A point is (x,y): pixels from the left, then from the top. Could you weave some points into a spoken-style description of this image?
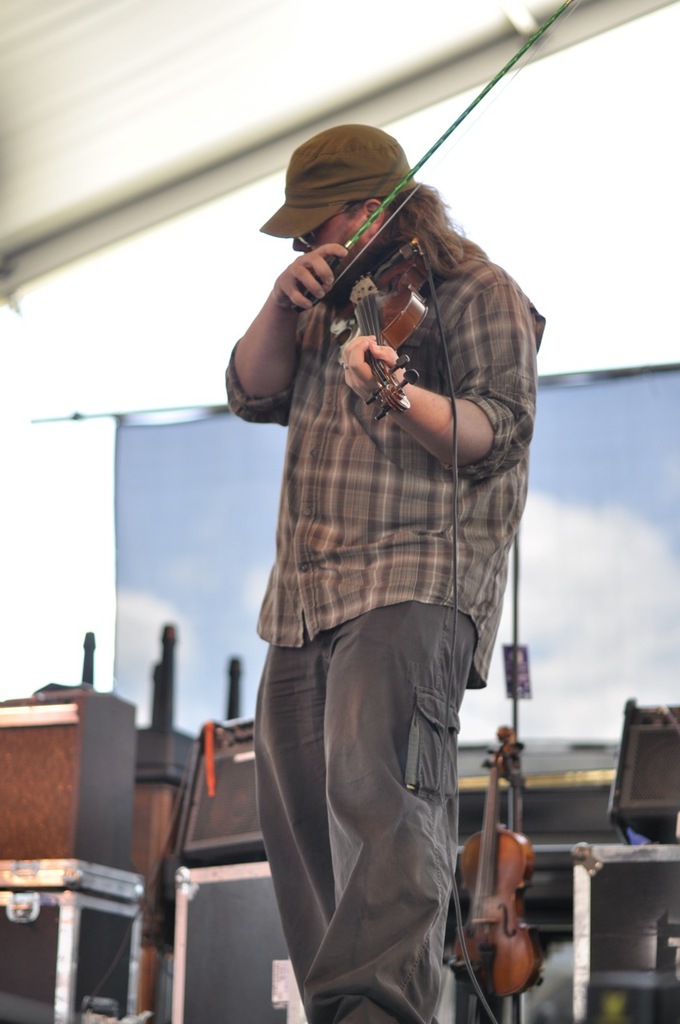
In this picture there is a man (341,494) holding and playing a violin (344,316). There are few other objects (617,775) and violin (481,923) at the background (510,964).
